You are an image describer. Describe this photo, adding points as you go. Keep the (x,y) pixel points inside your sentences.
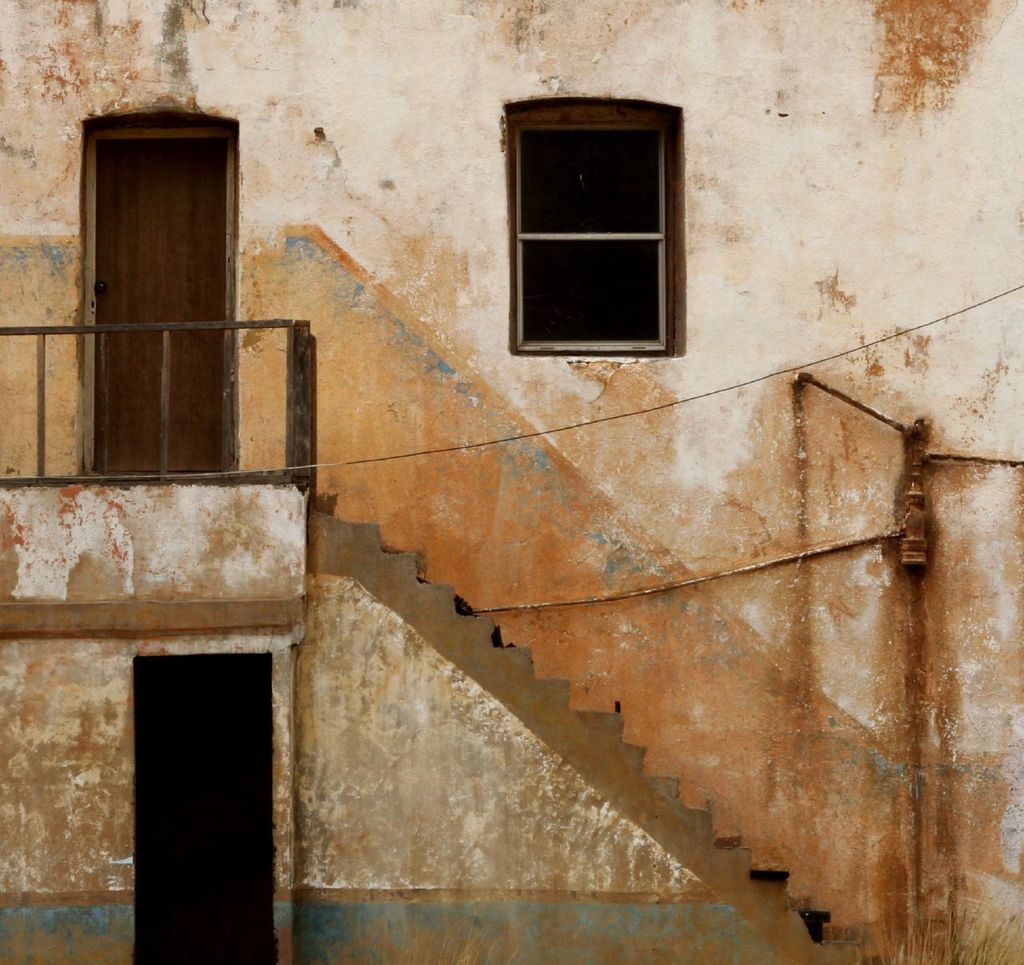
This is a picture of the building (524,693), where there are iron grills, staircase (480,663), door (216,300), window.
